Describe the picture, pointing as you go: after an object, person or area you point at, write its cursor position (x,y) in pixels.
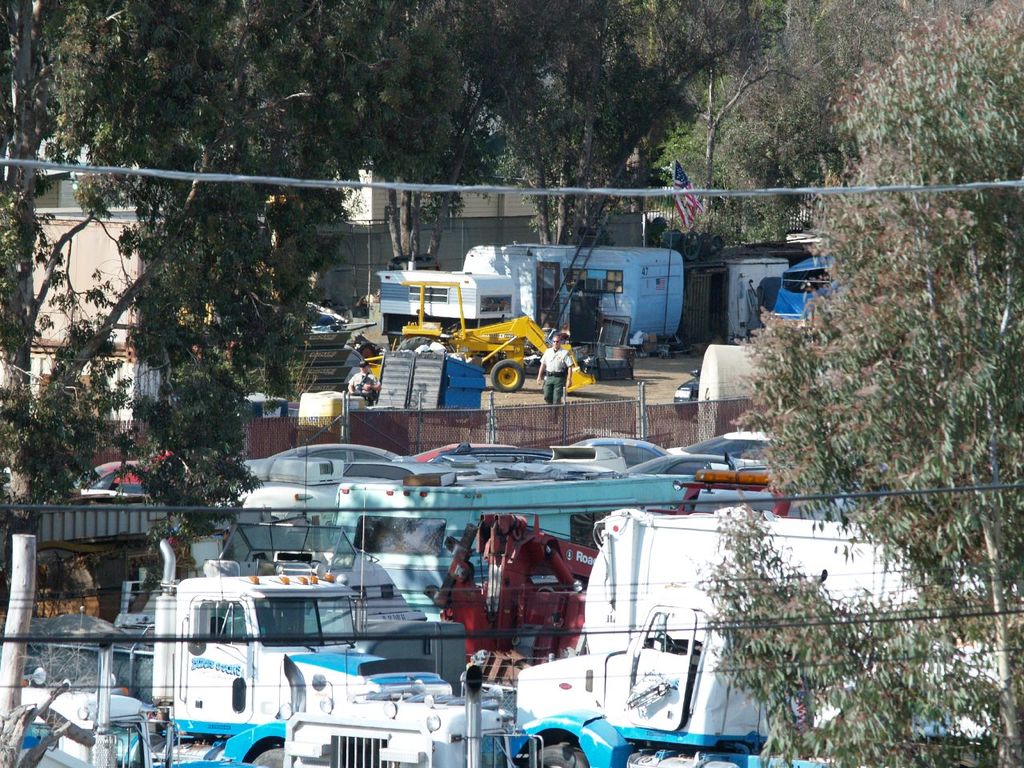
This is a image of the storage yard (546,586) where we can see so many different type of vehicles (569,659) and also there is a building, trees (699,118), person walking in the middle of lot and flag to the pole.
